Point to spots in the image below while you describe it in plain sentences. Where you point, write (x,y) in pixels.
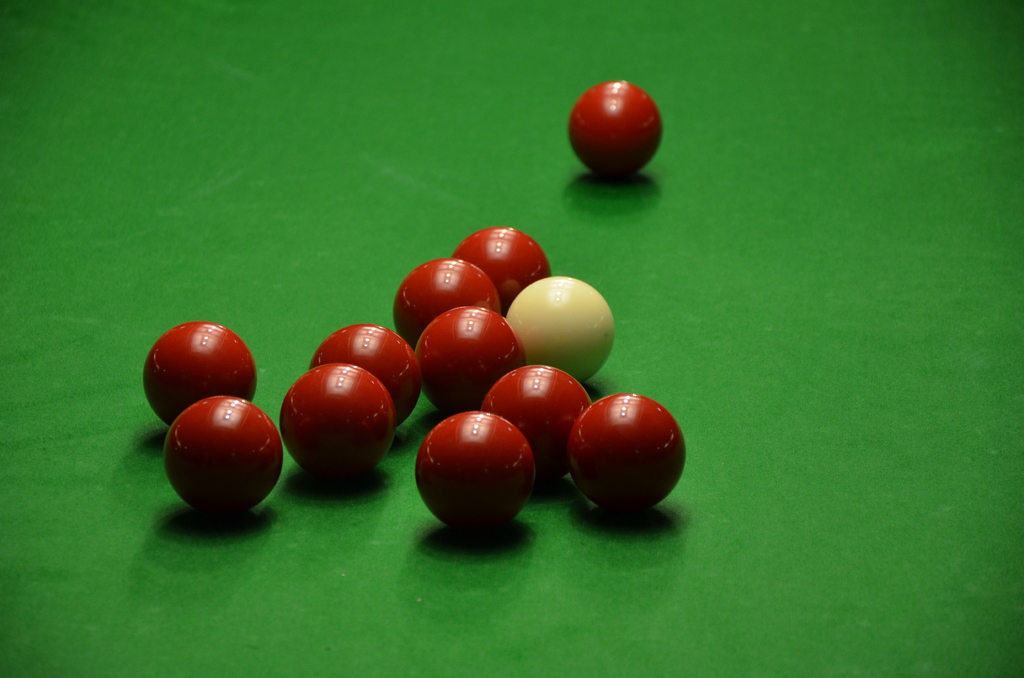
In this image I can see few balls (459,258) in red and cream color. They are on the green color surface (816,500).
